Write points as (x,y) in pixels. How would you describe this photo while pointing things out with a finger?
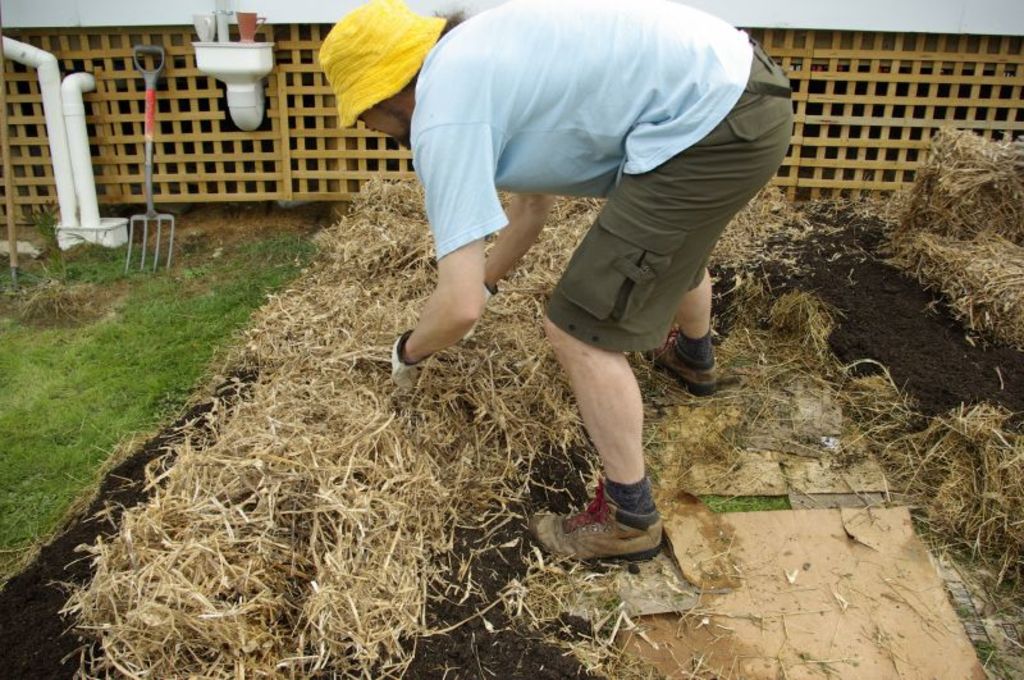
In this picture there is a man (544,49) who is wearing yellow cap (370,50), t-shirt (631,97), short (681,238) and shoe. He is doing some work with grass (344,491). On the left (142,319) we can see grass (127,372). On the top left corner (150,97) we can see pipe (34,63), jar (252,18), rod (151,80) and other objects (241,80) near to the wooden fencing (175,144). On the bottom right (812,633) we can see carton paper (831,613).
